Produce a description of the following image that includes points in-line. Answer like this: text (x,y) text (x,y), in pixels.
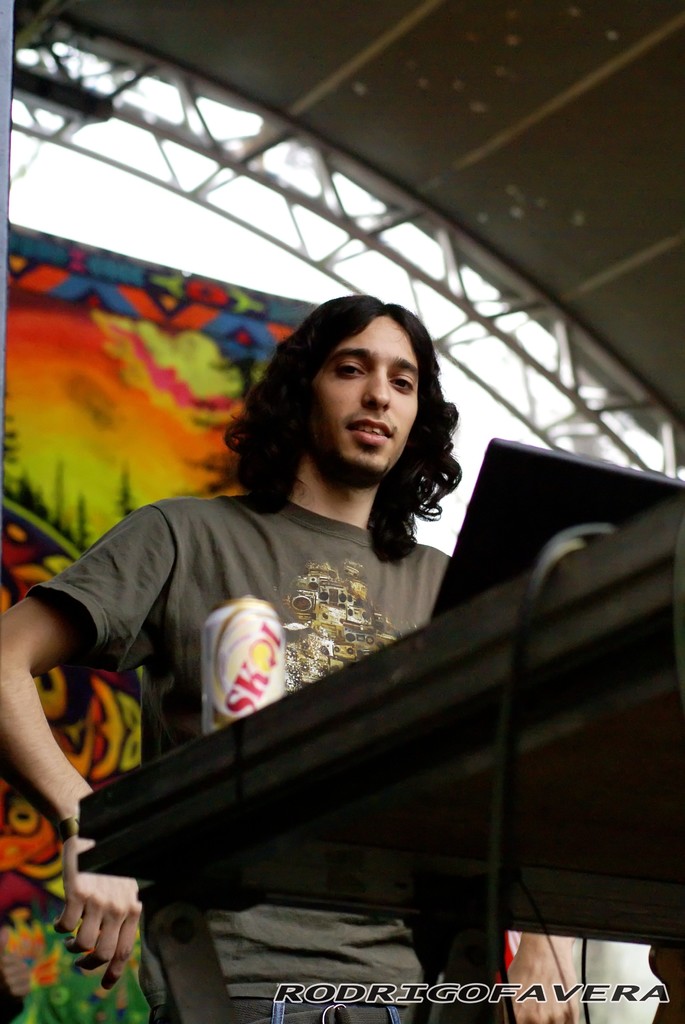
In this image we can see a person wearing T-shirt (286,585) is standing here. Here we can see a table (281,797) on which we can see tin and some objects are kept. The background of the image (624,298) is slightly blurred, where we can see a banner (208,449), the roof (260,77) and the sky (252,122). Here we can see the watermark (453,988) on the bottom right side of the image (513,993).
